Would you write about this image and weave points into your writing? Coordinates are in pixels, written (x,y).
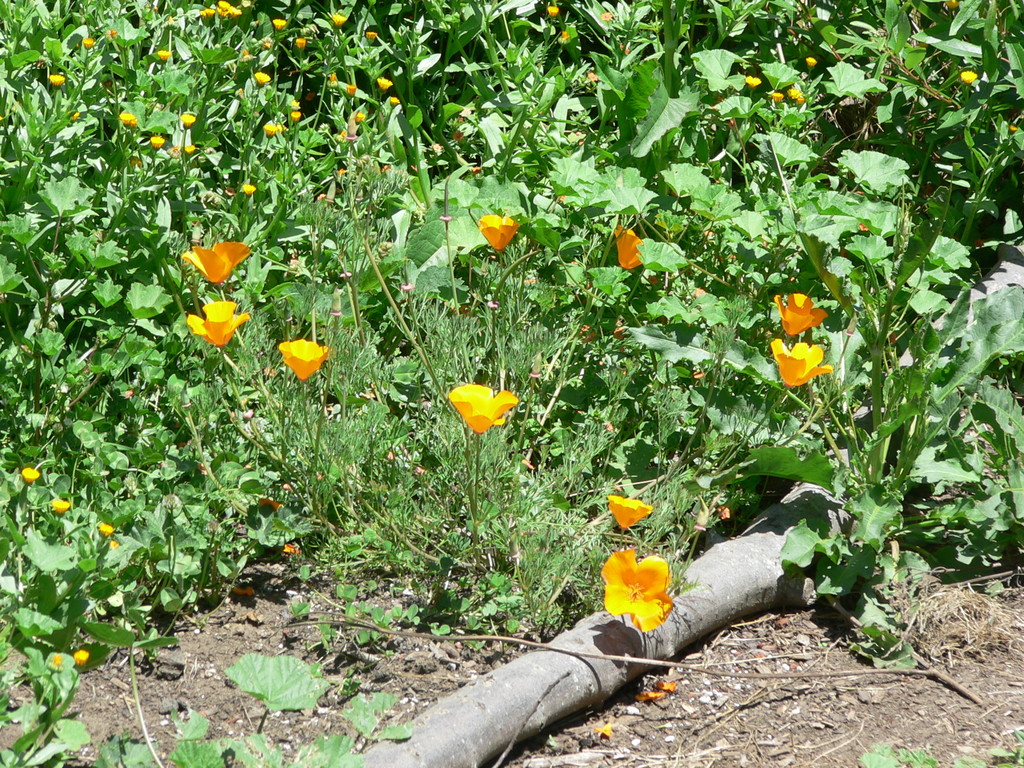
In this image I can see the yellow color flowers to the plants (420,271). In the front (479,657) I can see the log (540,673) on the ground (710,692).
